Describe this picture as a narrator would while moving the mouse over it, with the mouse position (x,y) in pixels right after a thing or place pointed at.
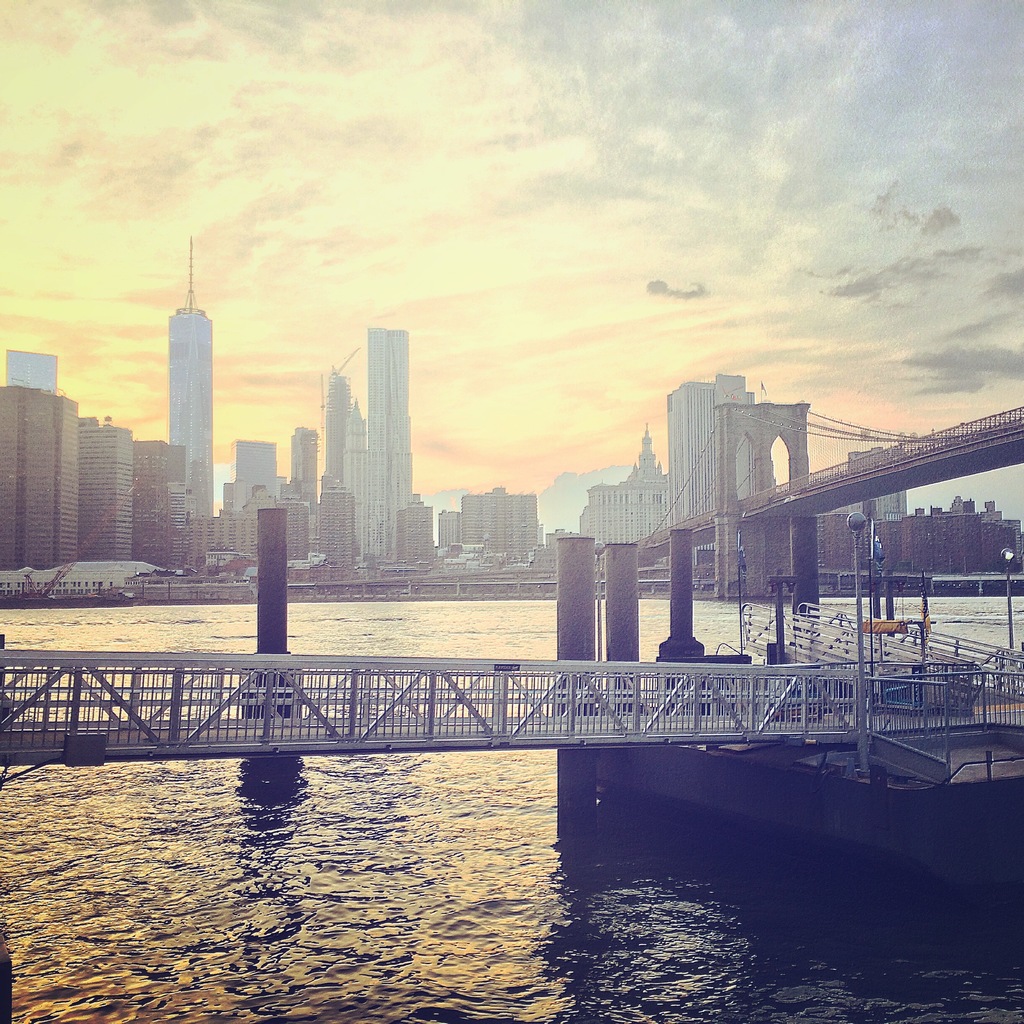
In this image we can see a bridge (294,677), water (264,790). In the background of the image (446,467) there are buildings (402,454), sky (425,433), clouds (564,228).
